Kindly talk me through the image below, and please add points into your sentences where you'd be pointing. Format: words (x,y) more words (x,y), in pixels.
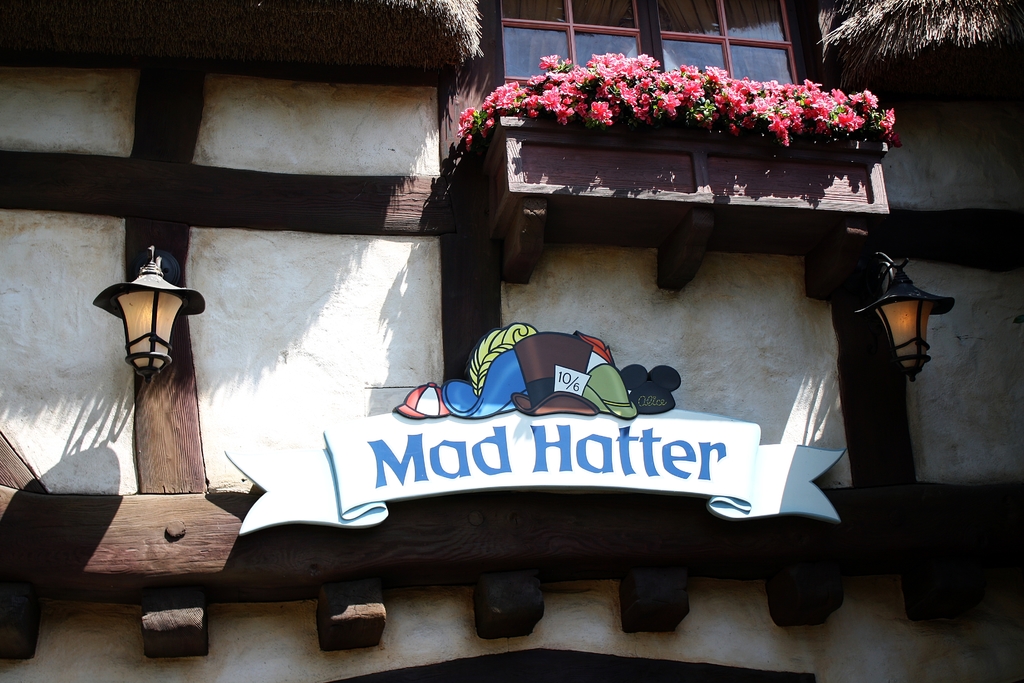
In the image we can see a building (715,195), on the building (86,289) there are some lights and plants (648,57) and flowers (469,116).
